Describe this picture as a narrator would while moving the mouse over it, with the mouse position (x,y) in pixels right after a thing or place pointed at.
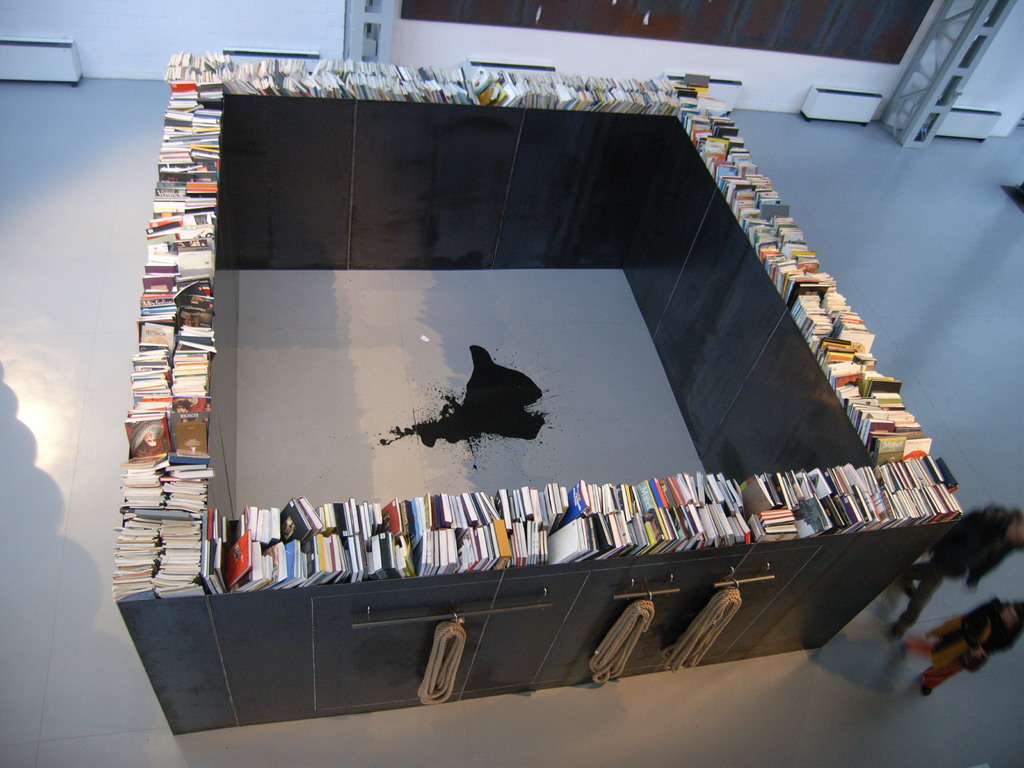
In this image we can see few books (286,88) on the shelf (731,389) and there are ropes (715,608) to the rods (442,615) of shelf (737,561), there are two person (976,553) walking on the floor (843,674), in the background (937,89) there is a window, iron pole (913,71) and few white color objects (38,63) near the wall (878,86).
